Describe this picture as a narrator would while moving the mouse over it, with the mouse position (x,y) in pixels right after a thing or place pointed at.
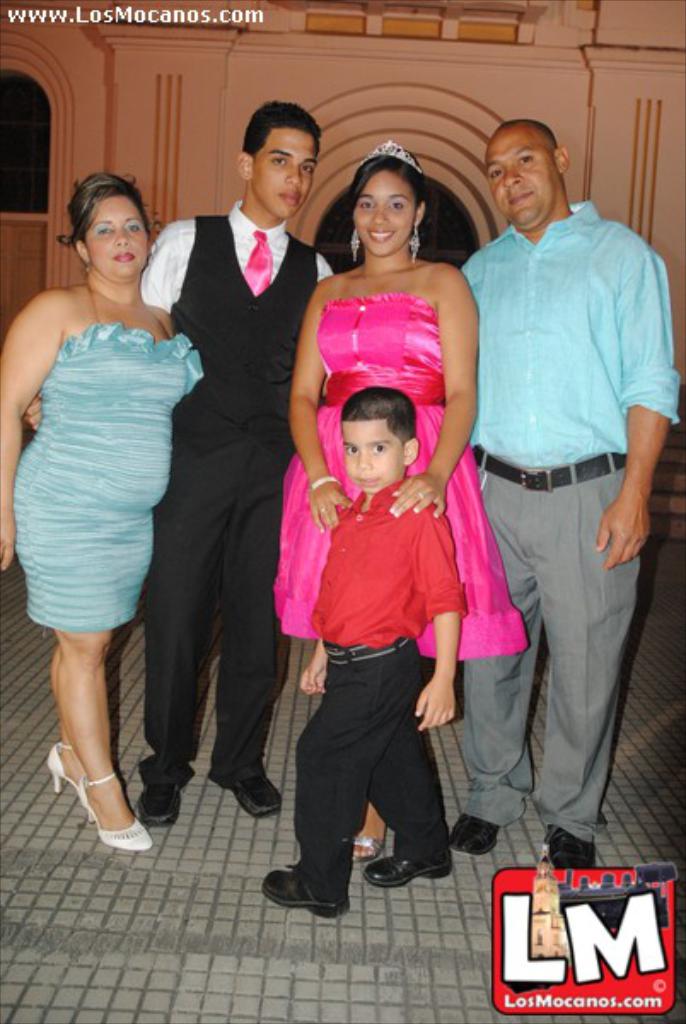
In the foreground of this image (198,552), there are two men (259,298), two women (370,282) and a boy (370,682) standing on the pavement (266,923) and posing to a camera. In the background (328,64), there is a wall (283,82) of a building (322,76).
